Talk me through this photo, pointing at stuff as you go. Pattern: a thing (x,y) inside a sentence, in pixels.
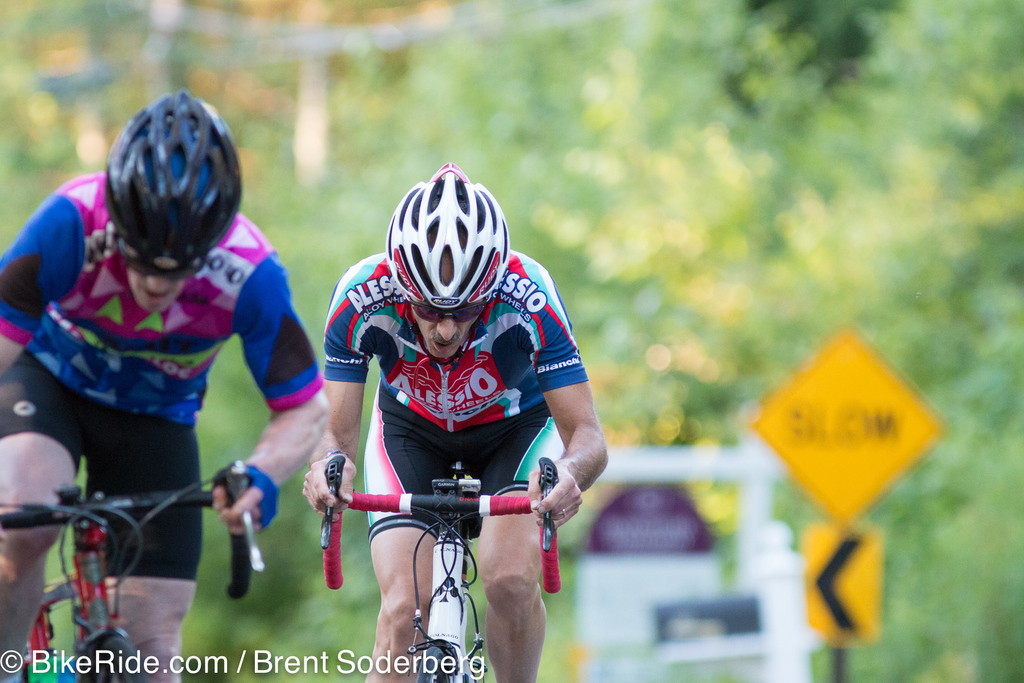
In this image there are two people (325,430) riding a bicycle (449,496), at the bottom of the image (274,667) there is some text (121,658), behind them there are a few banners (662,520) and sign boards (834,501). The background (925,597) is blurry.
